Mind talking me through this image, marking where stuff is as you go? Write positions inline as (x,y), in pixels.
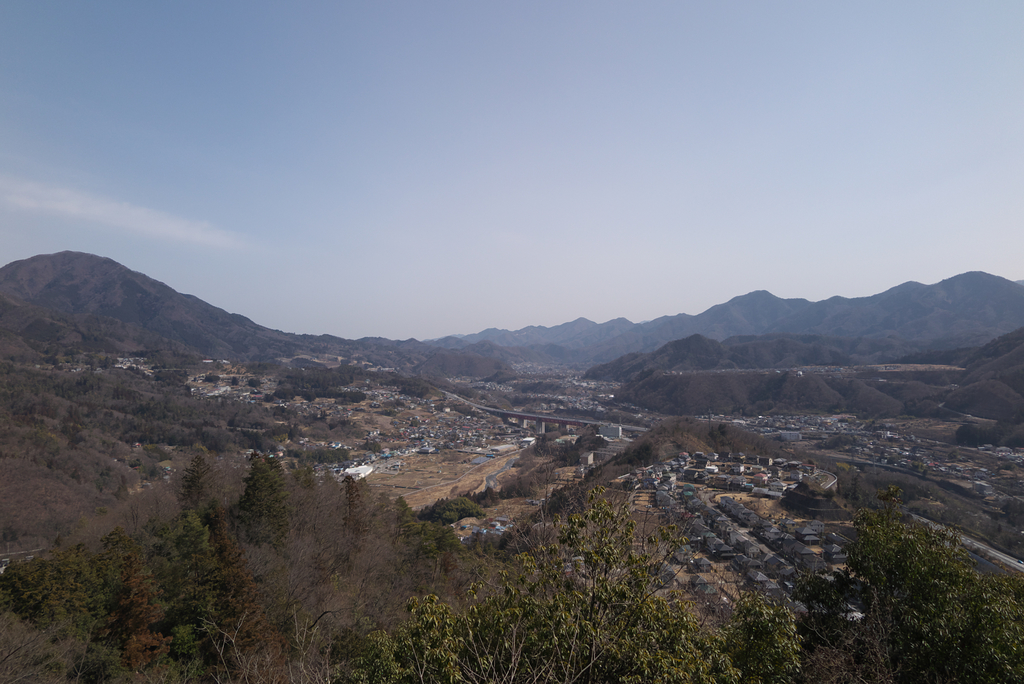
There are trees (169,488), a bridge (465,401) and buildings (419,439) on the ground (947,436). In the background (1005,341), there are mountains (10,300) and there are clouds (65,209) in the sky (293,92).
